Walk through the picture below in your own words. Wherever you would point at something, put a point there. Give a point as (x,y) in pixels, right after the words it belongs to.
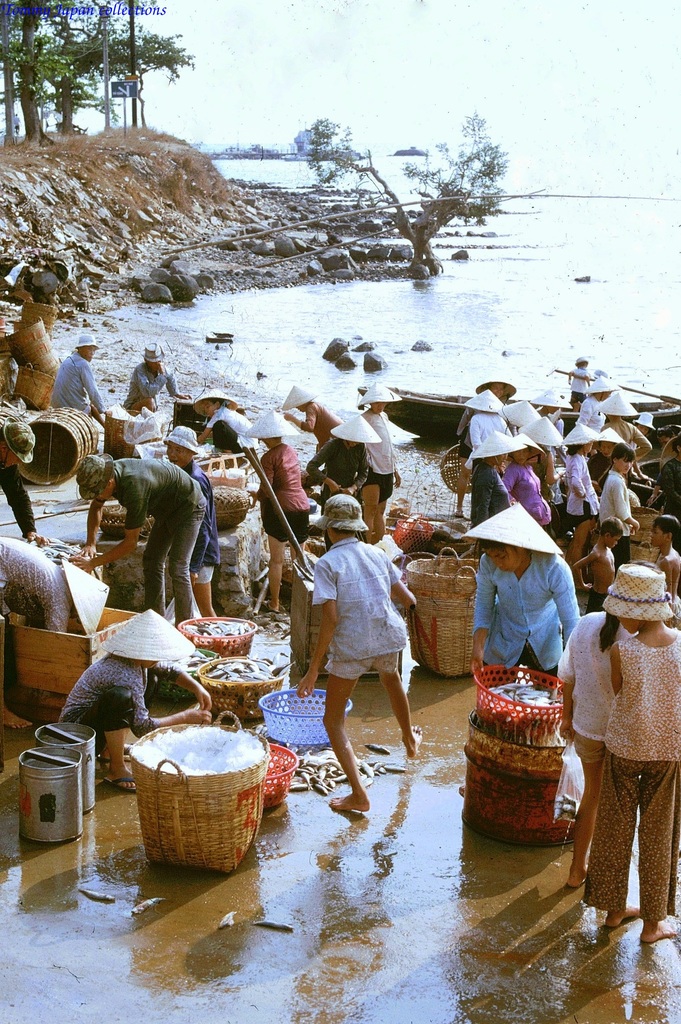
In this picture we can see some people (606,678) are standing in the front (351,617), some of them wore caps (277,424), there are some baskets (208,737) and a box (23,664) present at the bottom (248,774), on the right side (628,241) we can see water (637,278) and a boat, in the background (69,32) there are some trees (21,68), stones (236,195) and a board (135,85), there is the sky (289,38) at the top of the picture (307,8), we can see some text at the left top of the picture (98,10).
